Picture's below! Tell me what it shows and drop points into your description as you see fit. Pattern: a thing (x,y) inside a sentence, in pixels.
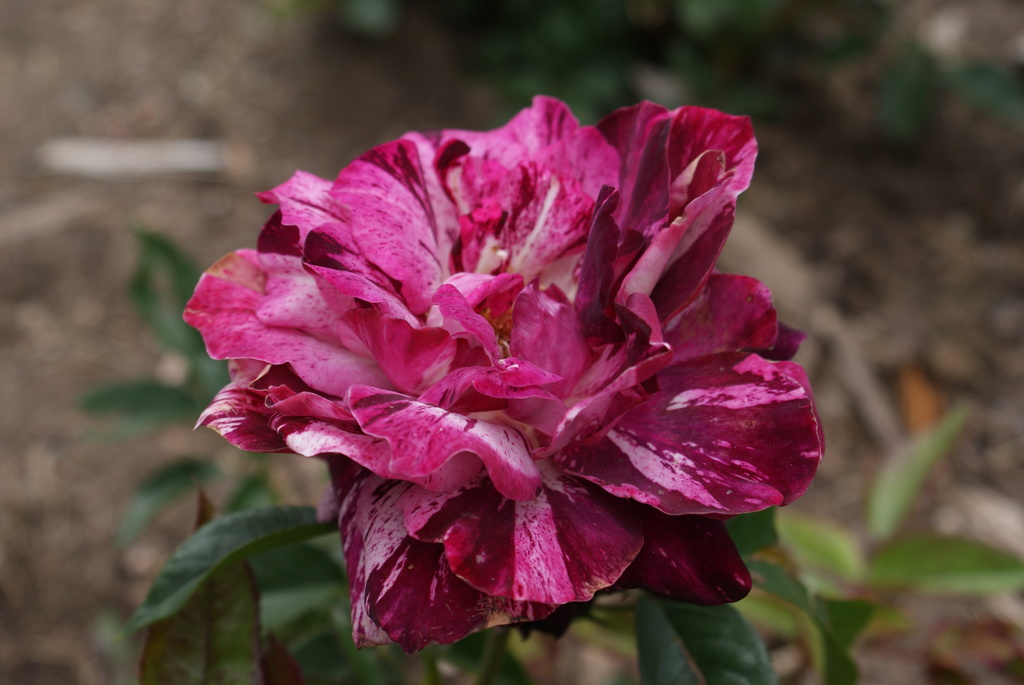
In this image we can see one flower (511,174) and two plants (277,598) on the surface (920,212).
